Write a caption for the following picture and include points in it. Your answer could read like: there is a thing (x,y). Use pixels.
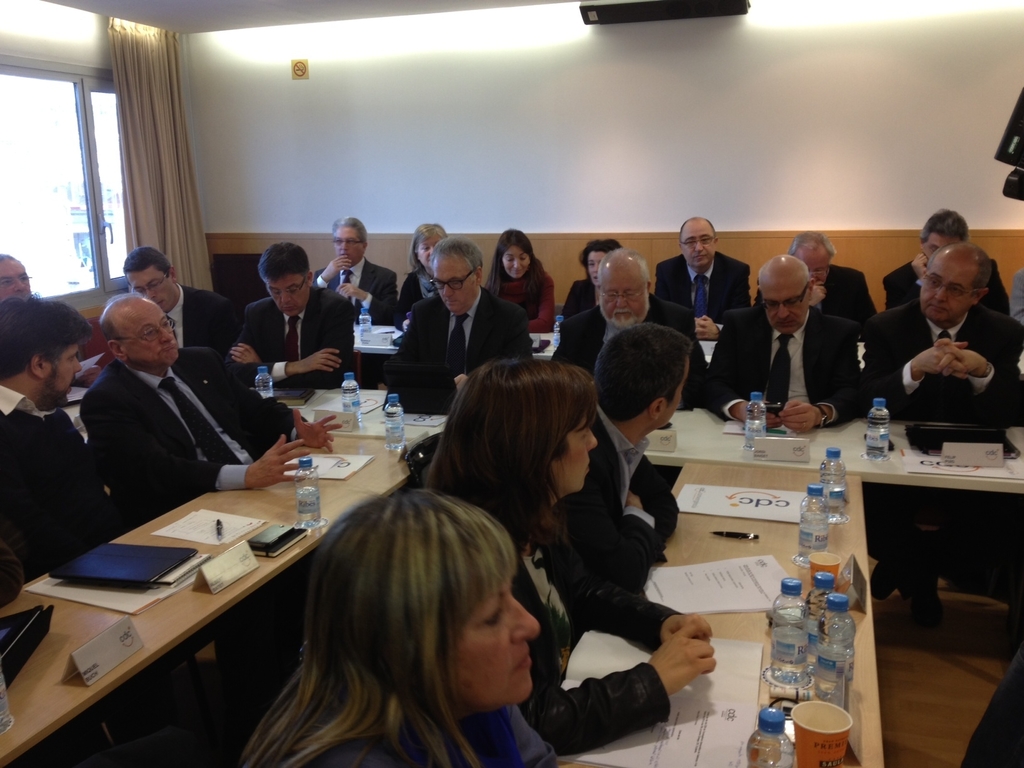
In this image I can see the group of people (141,414) sitting in-front of the tables (572,657). On the table (581,674) I can see the bottles (762,726), cups (800,754), papers (715,607), pens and boards (845,577). In the background (71,266) I can see the curtain (131,204) to the window (79,231) and the wall (298,192).
